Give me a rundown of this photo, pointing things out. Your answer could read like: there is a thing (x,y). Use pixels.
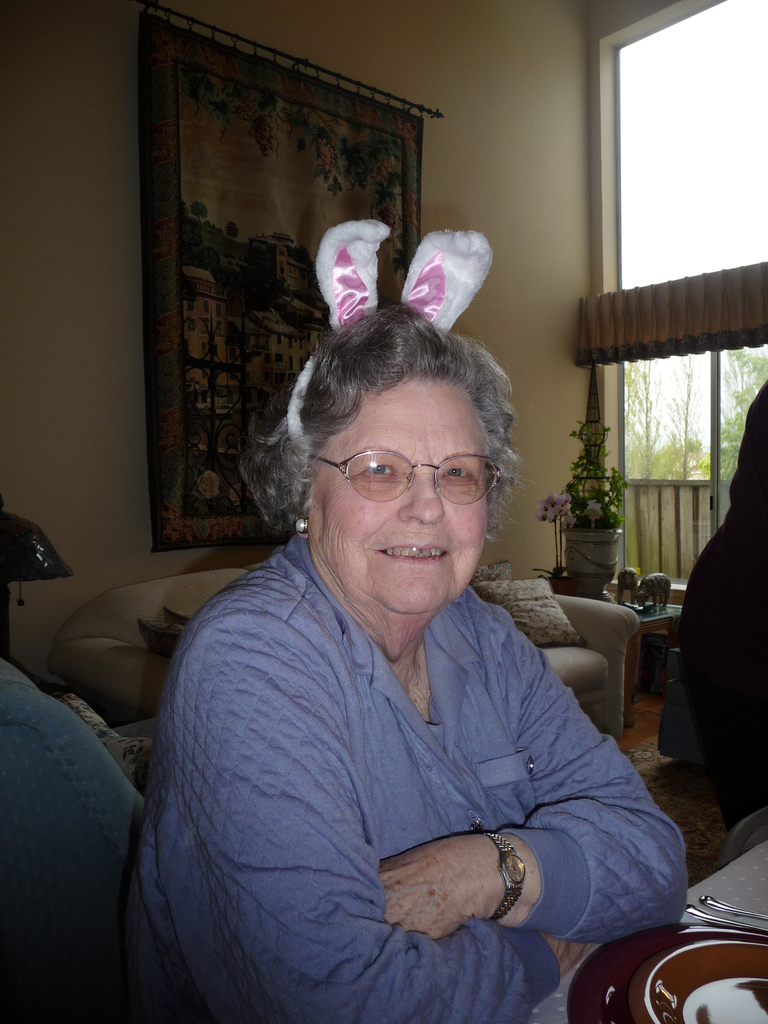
The image is inside the room (270,775). In the image there is a woman (612,766) sitting on chair (110,924) in front of a table (744,867). On table (735,888) we can see spoons (732,909), bowl (699,978), plate (696,931), cloth (735,898) on right side (659,610) we can also another table (672,610) on which it is having plant (609,506), flowers (567,518) and flower pot (583,548). On left side (29,312) there is a wall (36,361) and painting (189,479), in background (680,456) there are some trees (680,456), glass door (682,478) and sky (676,153) is on top (752,164).
